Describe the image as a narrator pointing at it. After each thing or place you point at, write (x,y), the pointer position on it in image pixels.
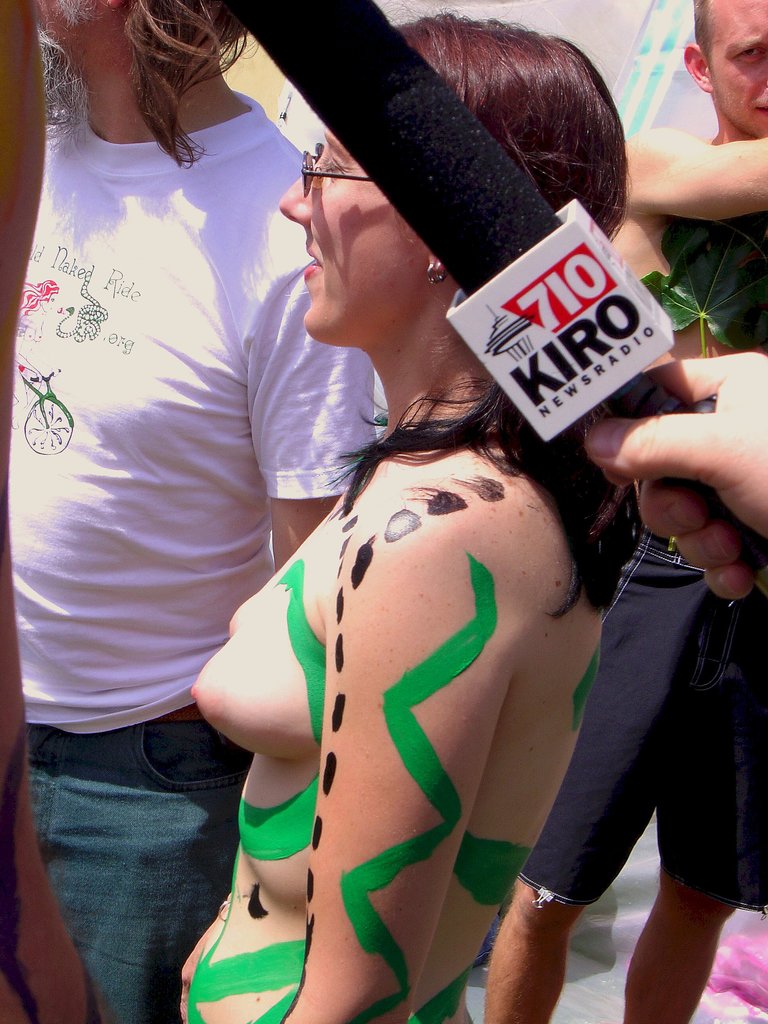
In the foreground of this picture (468,258), there is a person's hand (700,420) holding a mic (411,166), and there is also a woman (428,598) standing and having few painting (415,667) on her body (415,679). In the background (190,200), there are persons (158,82) standing.
